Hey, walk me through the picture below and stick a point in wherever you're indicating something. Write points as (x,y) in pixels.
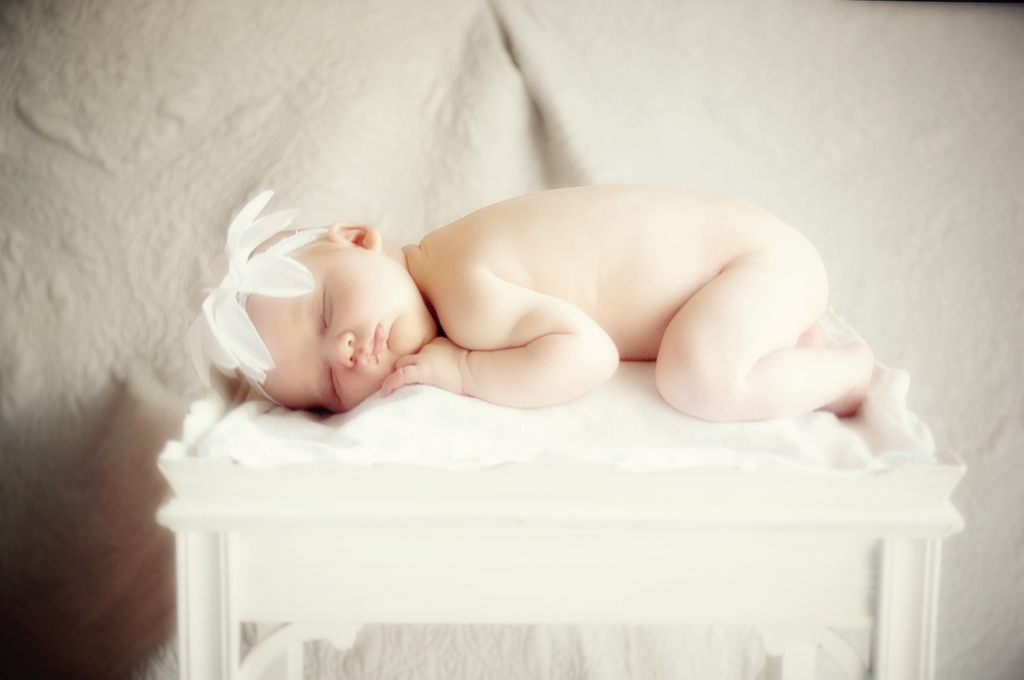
At the bottom of the image (267,513) there is a table (812,541). On the table (899,553) there is a white cloth (669,441). On the white cloth (497,423) there is a baby (485,263) sleeping with a white color item (204,313) on its head (254,315).
